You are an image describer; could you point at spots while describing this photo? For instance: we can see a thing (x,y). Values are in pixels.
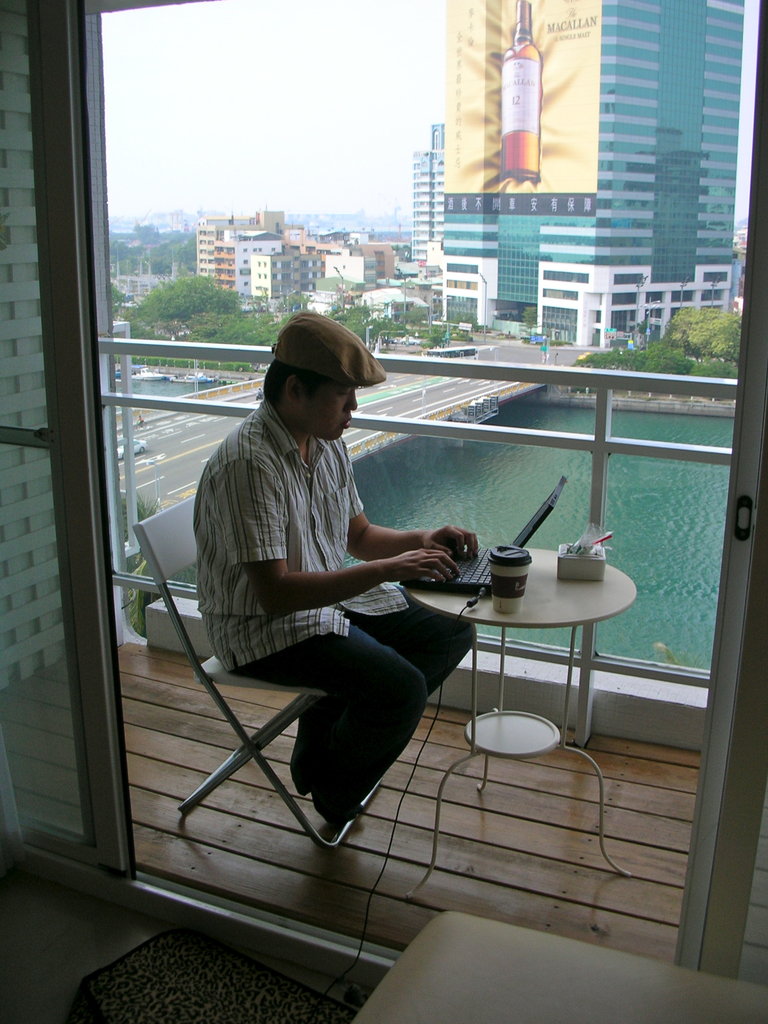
in this there is a person (297,624) sitting on a chair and operating the laptop (474,573). behind him there is water (666,525), road (169,472) and buildings (530,237).
